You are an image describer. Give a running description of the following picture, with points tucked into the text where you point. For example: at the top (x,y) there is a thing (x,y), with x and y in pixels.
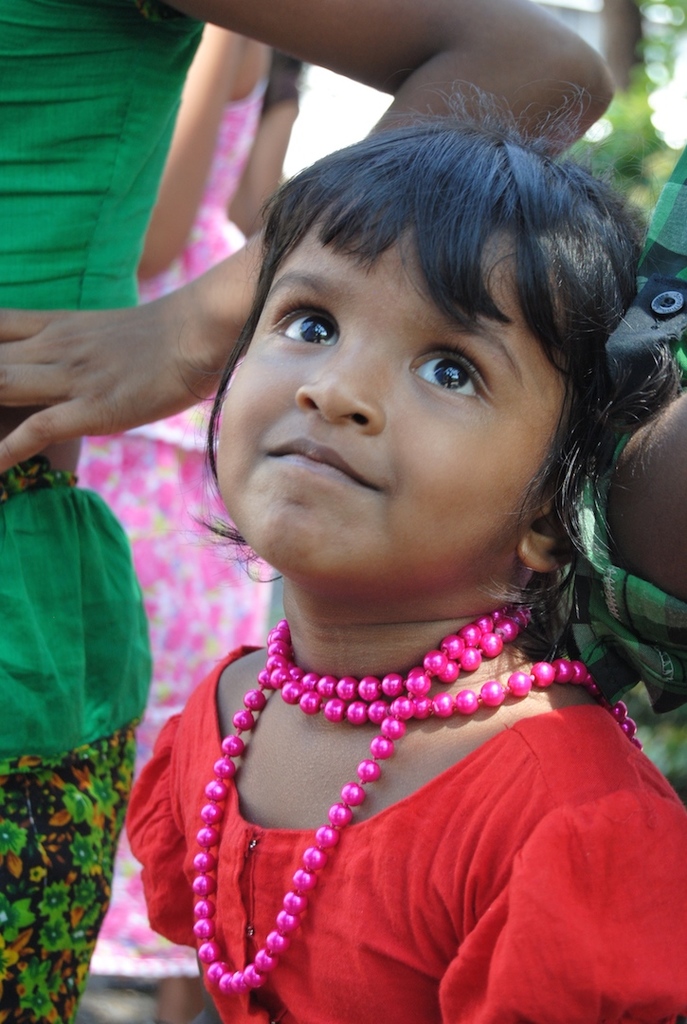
In this image I can see a girl (609,729) is looking at this side, she wore red color top (492,885), pink color neck chain (363,765) and there are few other people (53,129) in this image.
